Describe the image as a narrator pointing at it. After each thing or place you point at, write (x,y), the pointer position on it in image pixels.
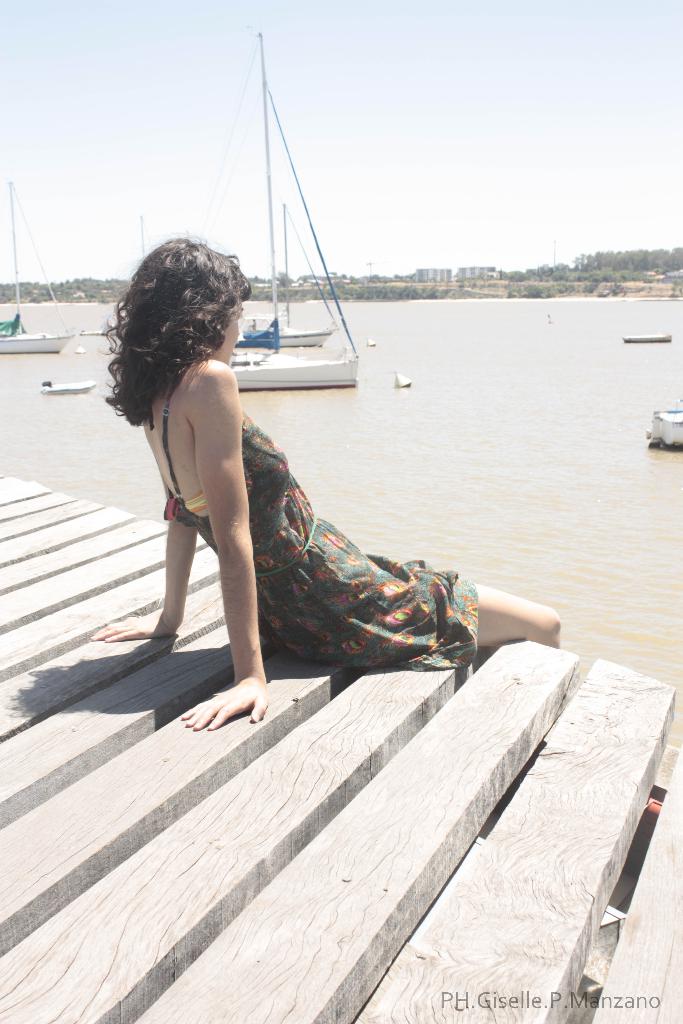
In the image we can see a woman (325,563) sitting on a wooden walkway (478,1013) and wearing clothes (294,565). We can see there are boats (259,341) in the water (243,315), we can see trees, water (519,382) and the sky (444,132). At the bottom right (555,999) we can see watermark (524,992).
